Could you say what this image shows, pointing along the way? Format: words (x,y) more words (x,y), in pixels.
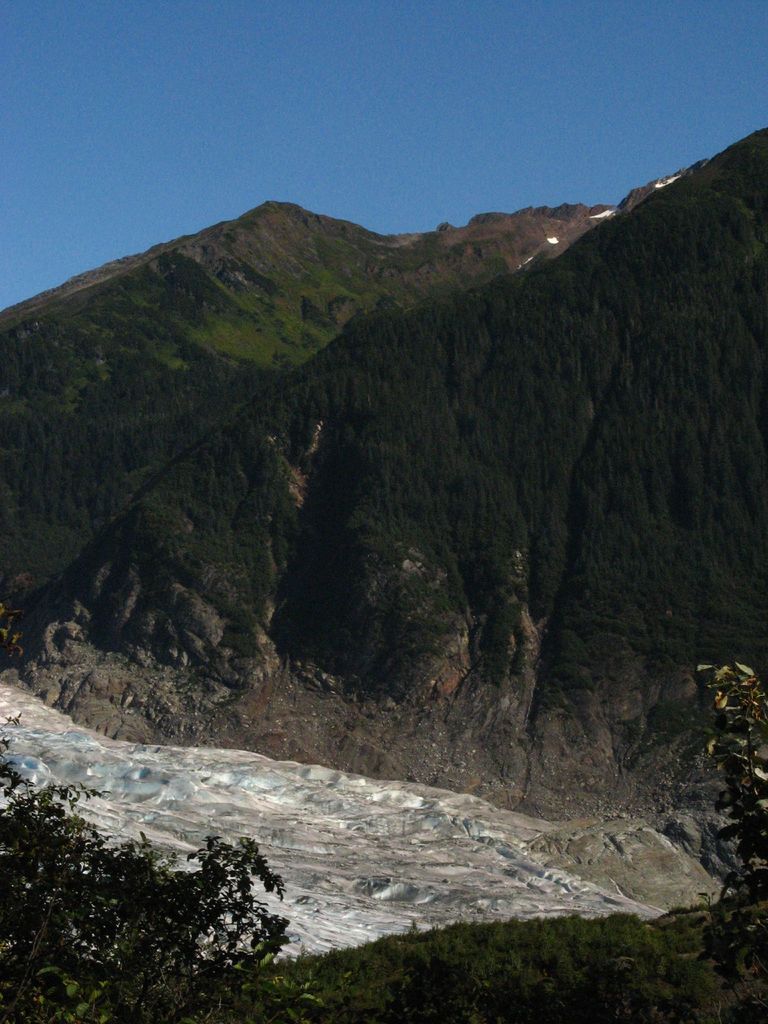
This picture might be taken from outside of the city. In this image, on the left corner (190,893), we can see some plants (180,909). On the right side (755,886), we can see some plants (760,818). In the background (426,603), we can see some trees (361,485), plants (405,444), rocks (357,733). At the top (340,32), we can see a sky (339,136), at the bottom (634,973), we can see grass (606,936) and some stones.
